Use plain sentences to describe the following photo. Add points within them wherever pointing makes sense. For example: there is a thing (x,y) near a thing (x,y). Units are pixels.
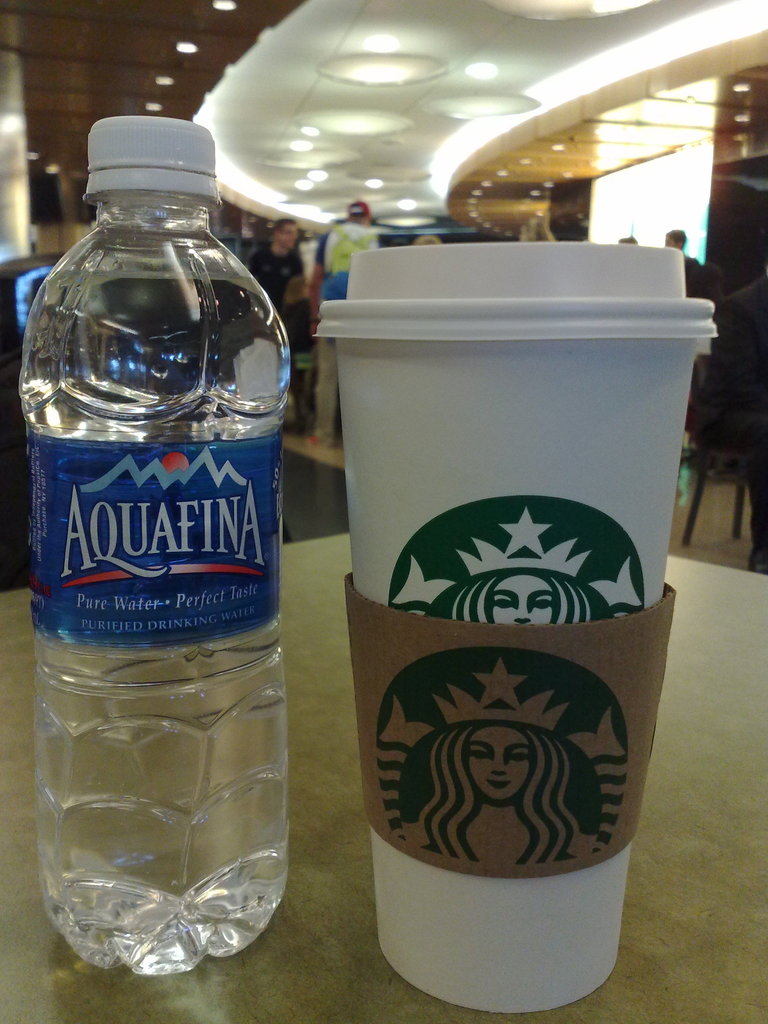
on the table (759,825) there is a bottle (192,806) and a cup (506,619). on the bottle (199,618) aquafina is written.
